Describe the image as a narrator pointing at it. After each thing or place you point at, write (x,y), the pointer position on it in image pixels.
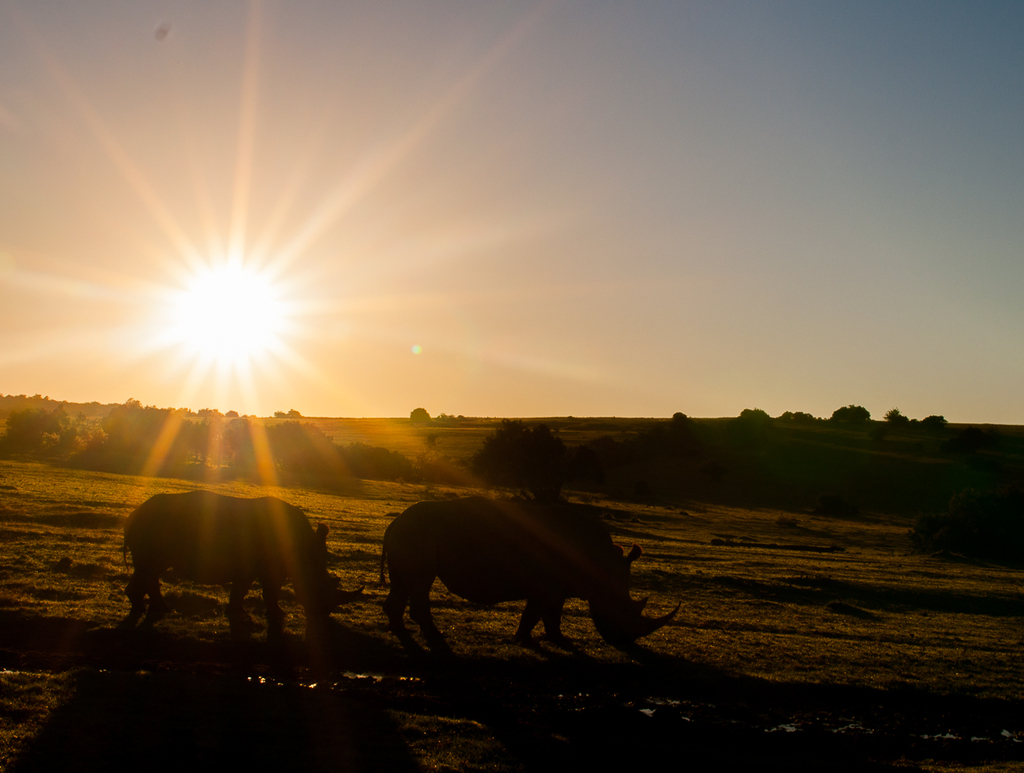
In this picture we can see animals (616,612) on the ground (562,687) and in the background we can see trees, sky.
